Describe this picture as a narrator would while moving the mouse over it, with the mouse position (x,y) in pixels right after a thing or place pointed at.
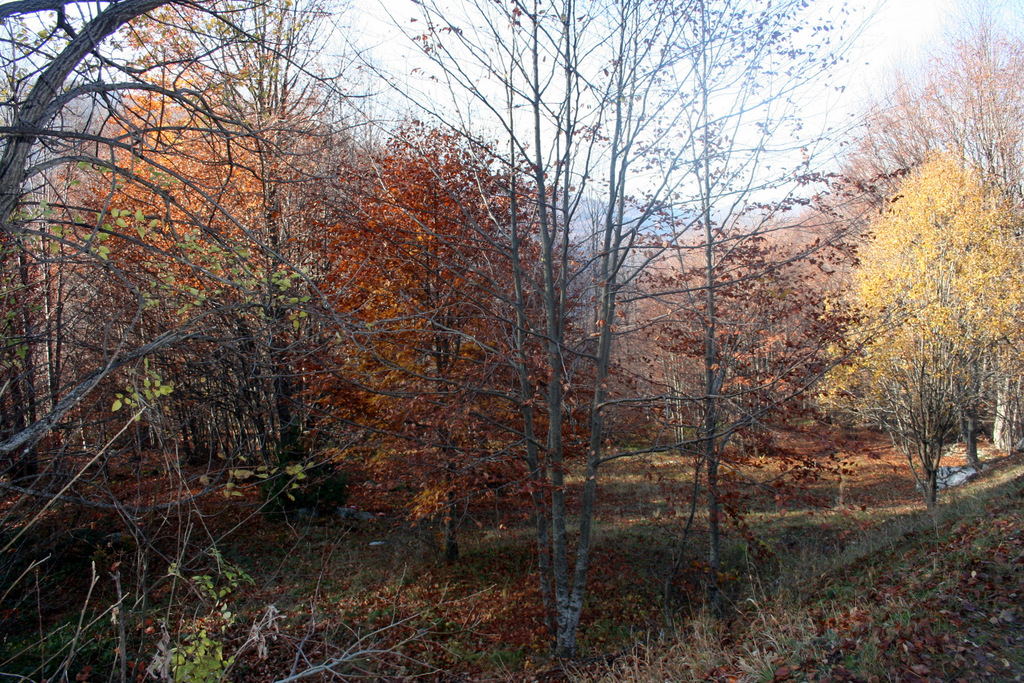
In this picture I can see so many trees (290,212), grass (695,666) and dry leaves (620,602) on the ground (639,662).
